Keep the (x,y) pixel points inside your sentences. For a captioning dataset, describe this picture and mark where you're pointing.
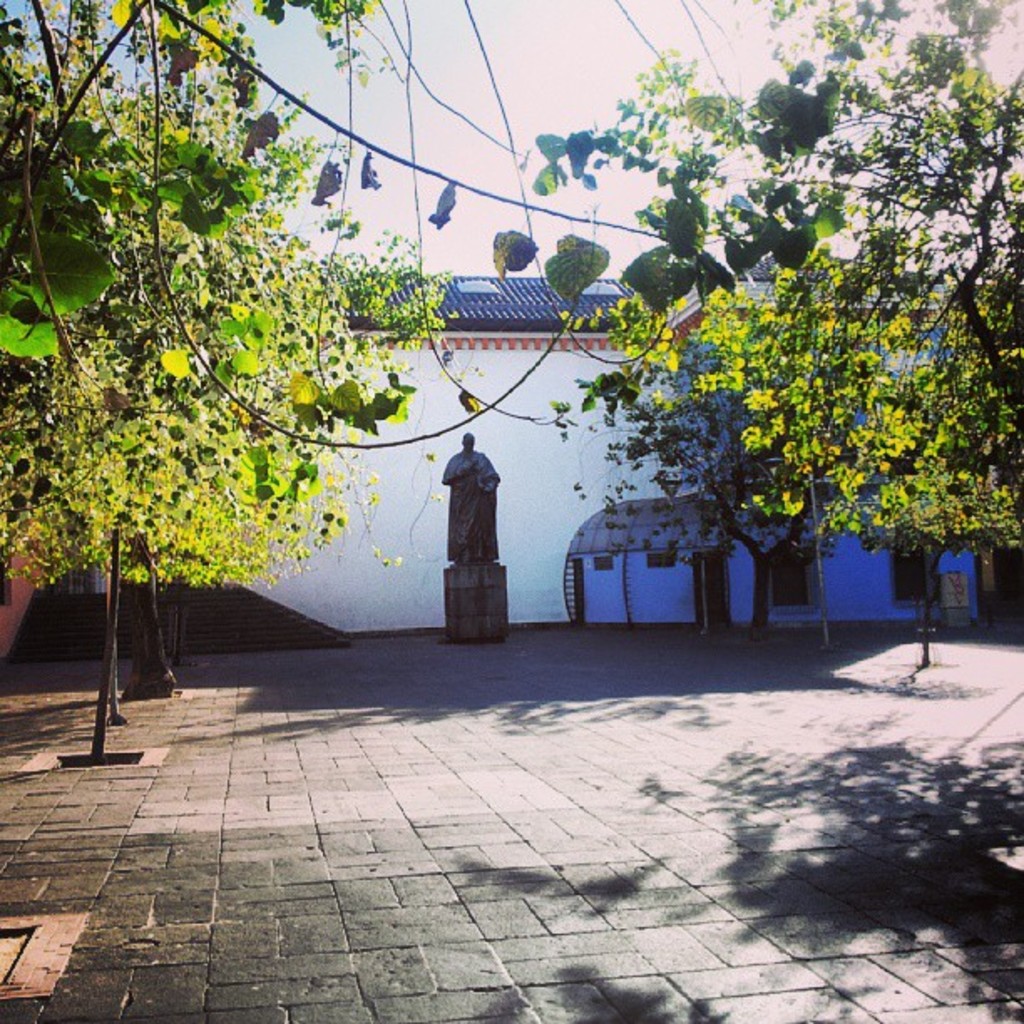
In the image there are trees (96,323) on either side of the floor (1016,810) with building (543,444) in the back (484,364) with statue (491,492) in the middle (494,534) and above its sky (550,58).
